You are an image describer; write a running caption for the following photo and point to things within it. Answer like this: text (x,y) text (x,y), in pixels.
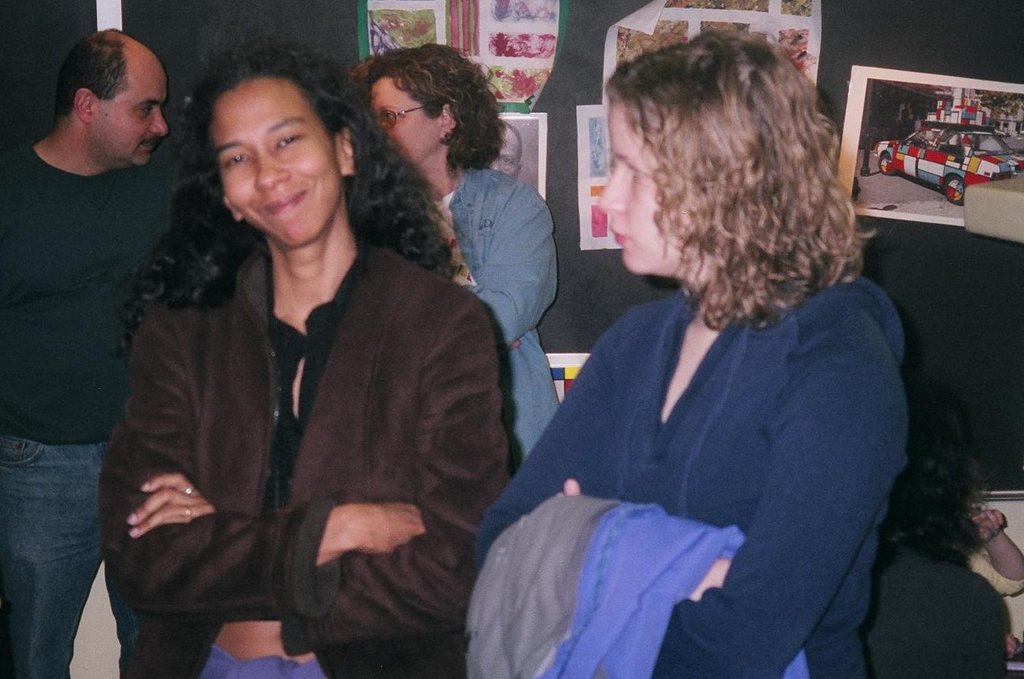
In this image we can see a group of people (450,338) standing. In that the woman (604,405) is holding a cloth (538,575). On the backside (886,591) we can see some people (892,578) sitting, some papers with the pictures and paintings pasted on a wall (616,286).
